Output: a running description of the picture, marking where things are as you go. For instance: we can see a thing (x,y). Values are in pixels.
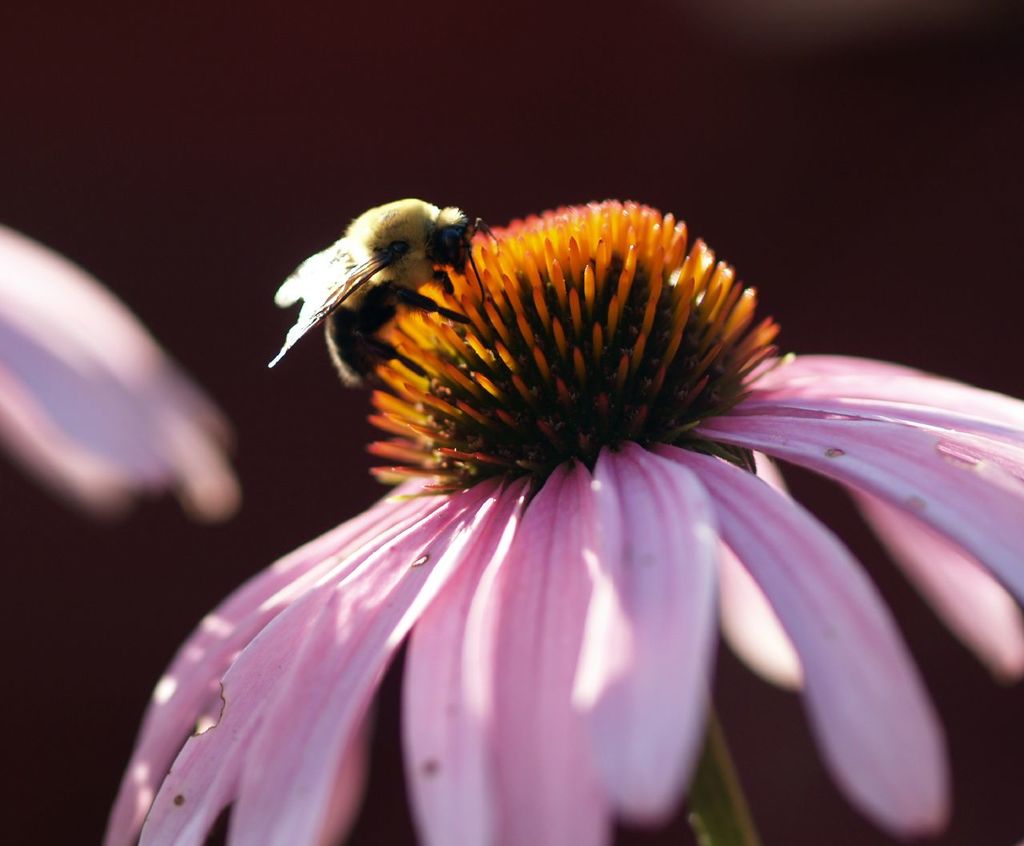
In this image we can see an insect (365,263) on the flower (595,461) and a dark background (37,530).
